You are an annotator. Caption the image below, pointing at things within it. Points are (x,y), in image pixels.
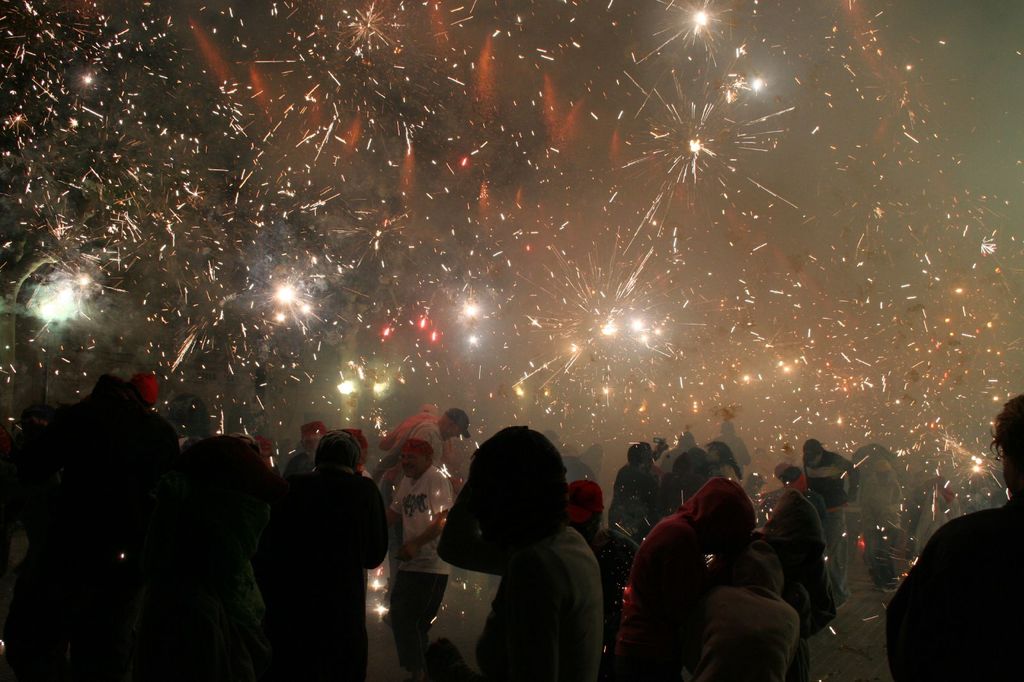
In this image we can see so many people (342,576) are standing and they are burning crackers (401,220).
